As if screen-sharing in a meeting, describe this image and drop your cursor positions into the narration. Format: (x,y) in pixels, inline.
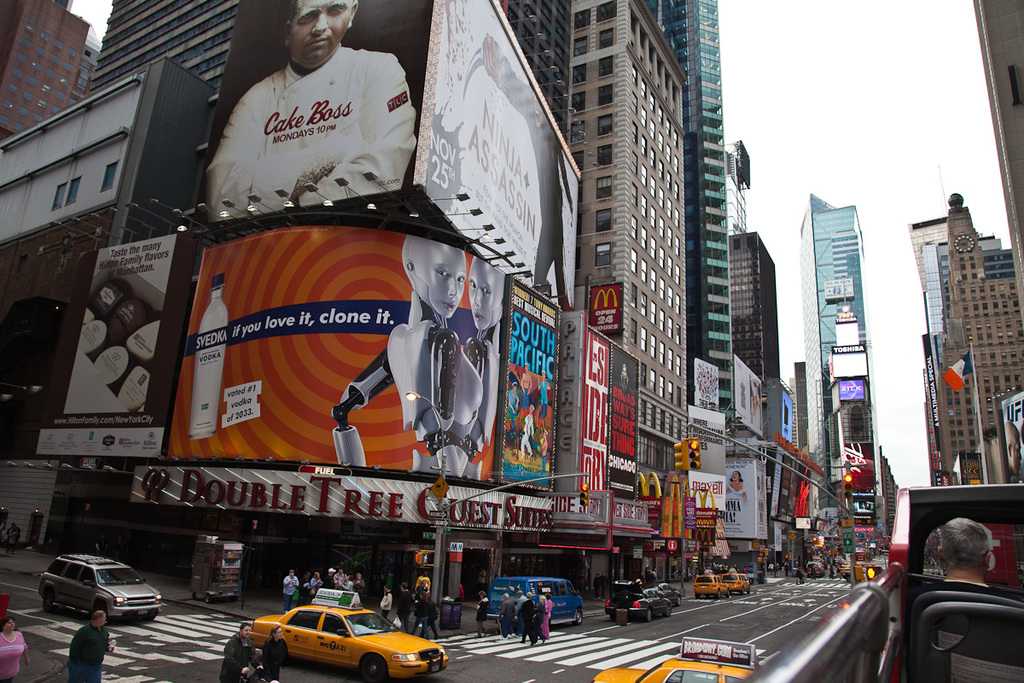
In the center of the image (524,330) we can see buildings (646,119), advertisements (327,423), posters (287,446), stores (262,530), persons (383,612), road (180,654), vehicles (650,603), flag (962,387), traffic signals (848,486) and sky (816,84).
